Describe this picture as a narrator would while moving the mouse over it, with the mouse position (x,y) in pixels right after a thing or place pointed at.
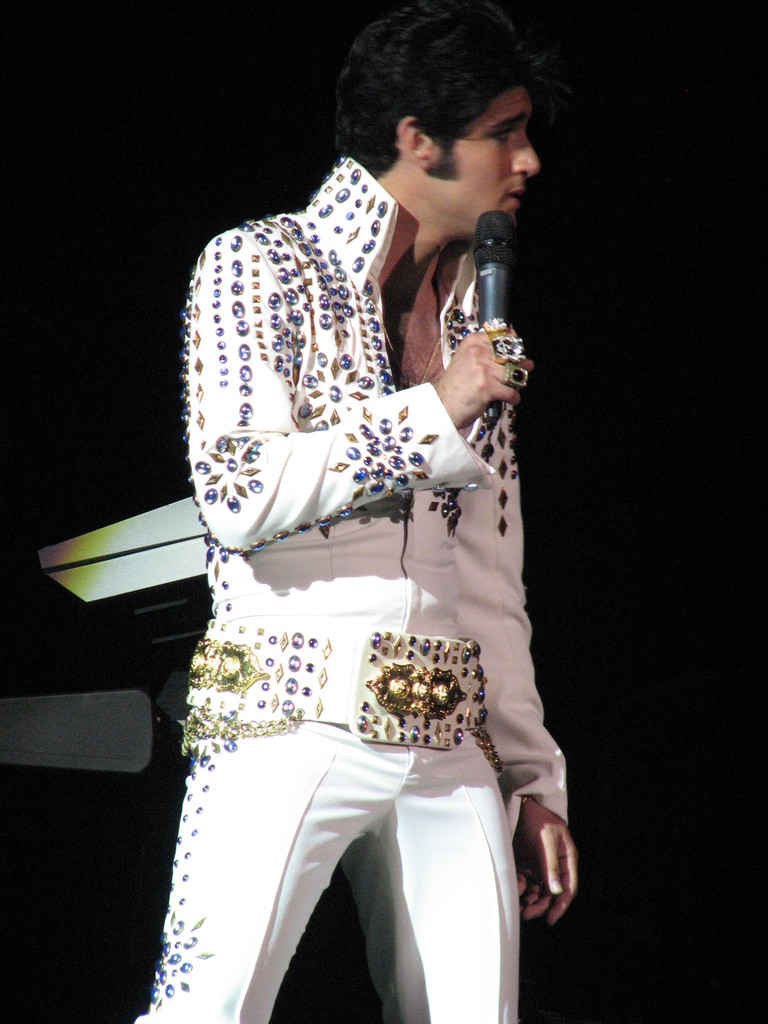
In this image there is a person (326,707) standing, there is a person (510,361) holding a microphone (493,230), there are objects (122,712) behind the person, there is a light (132,538), there is an object (72,747) truncated towards the left of the image (31,730), the background of the image (162,92) is dark.
